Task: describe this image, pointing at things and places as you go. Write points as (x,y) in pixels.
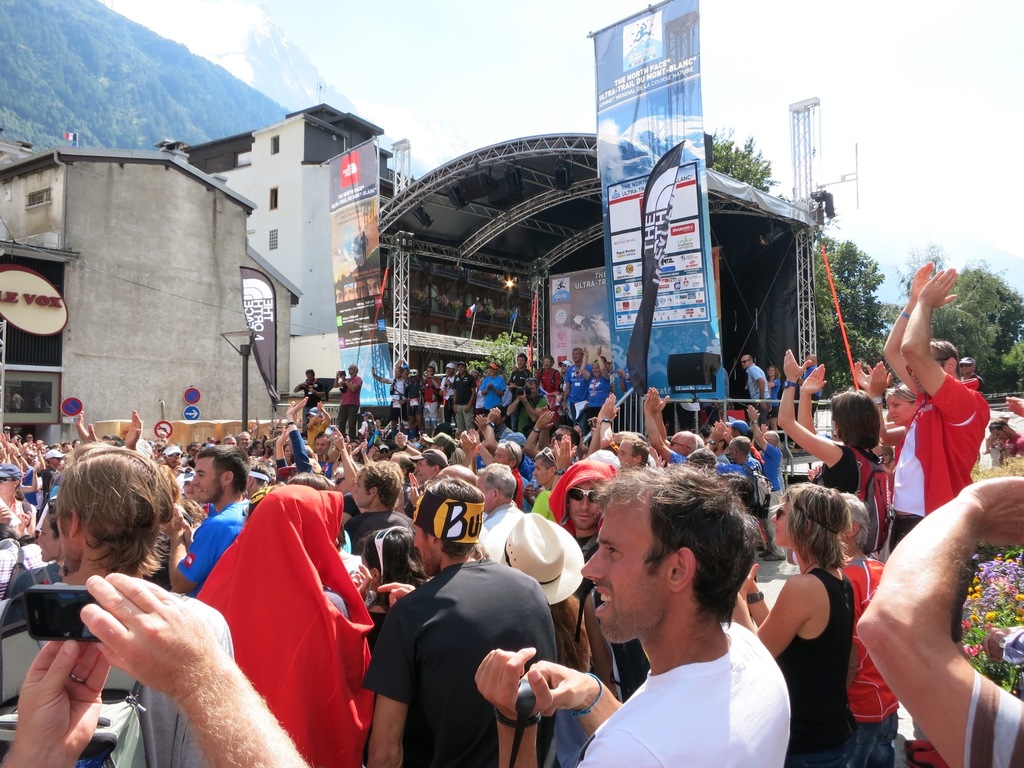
In the image I can see a place (595,316) where we have some people (586,487) who are standing and also I can see some buildings (25,357) and a screen (587,291) under the roof (487,215), trees (725,154), poles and a hill (270,62) to the side.
